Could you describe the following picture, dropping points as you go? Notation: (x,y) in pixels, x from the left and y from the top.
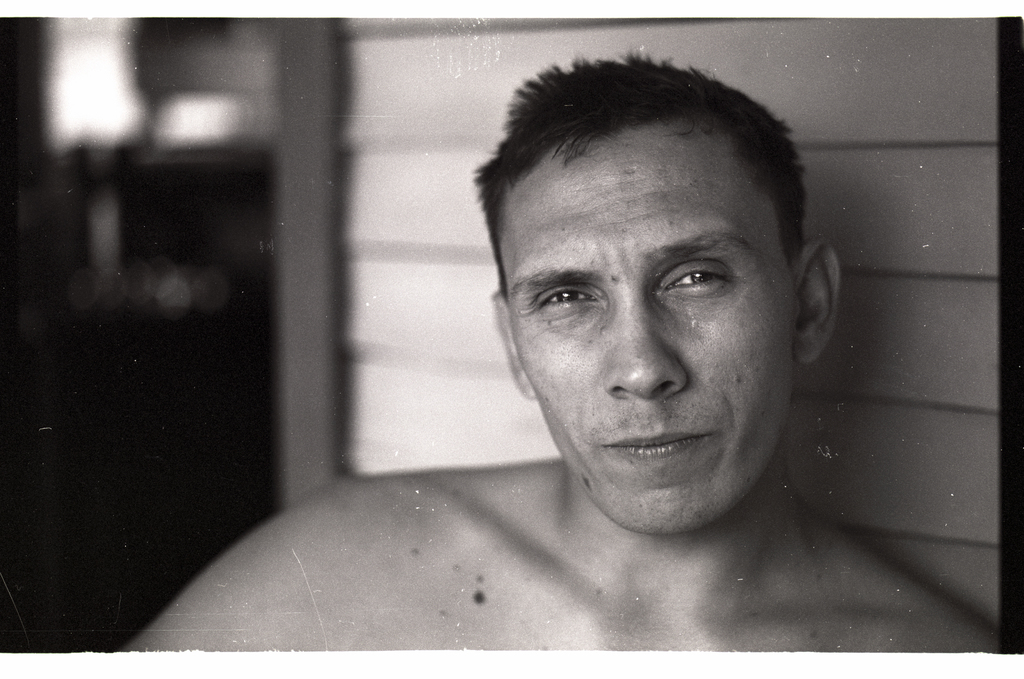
On the right side (838,563), there is a person (792,545) having without a shirt and watching something. And the background (148,417) is blurred.
